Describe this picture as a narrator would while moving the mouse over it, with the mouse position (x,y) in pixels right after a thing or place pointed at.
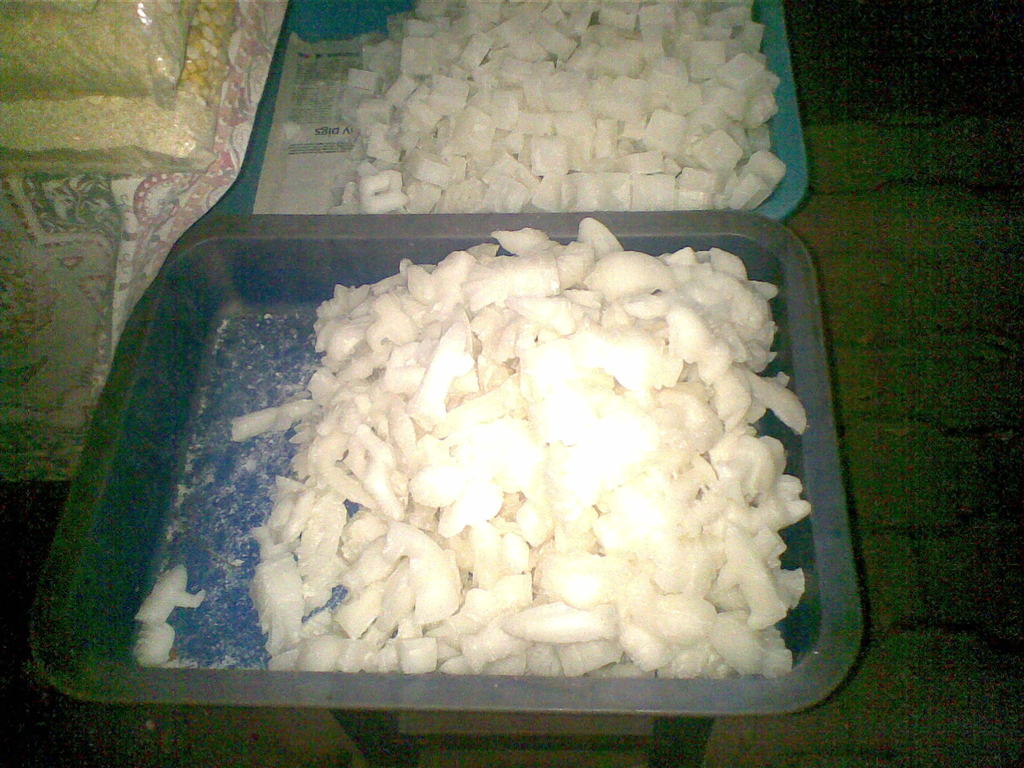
This is a zoomed in picture. In the center (672,498) we can see the two trays (216,352) containing some food items (501,162). On the left corner (146,42) there are some objects (174,100). In the background (913,108) there is an item (896,598) seems to be the ground (943,525).
